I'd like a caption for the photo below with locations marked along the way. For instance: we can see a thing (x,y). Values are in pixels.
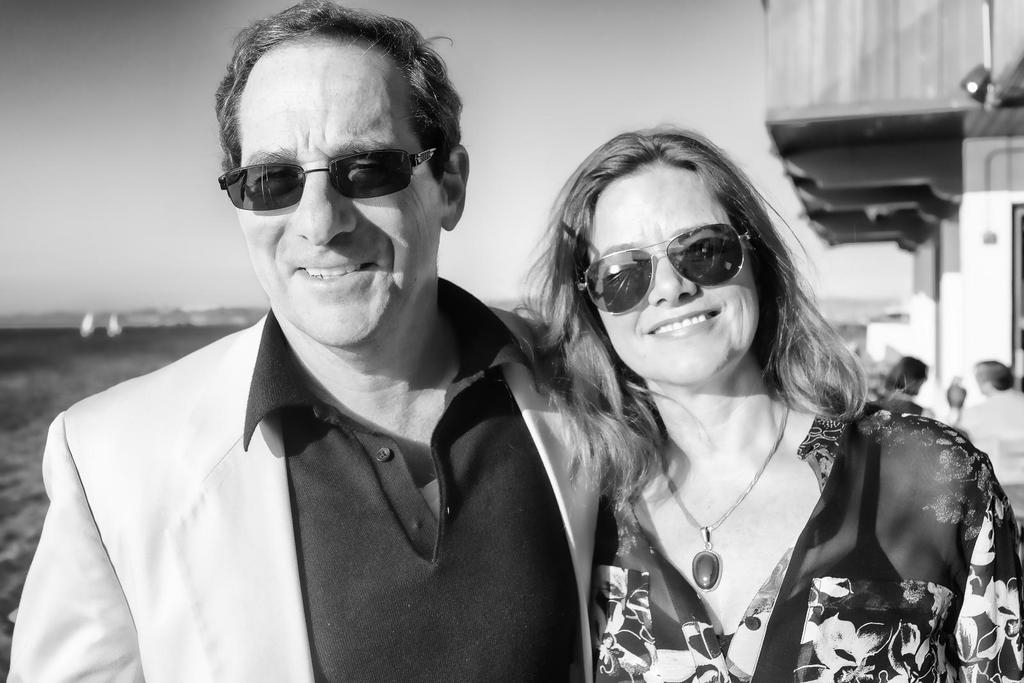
This is a black and white image which is clicked outside. In the foreground (456,436) we can see a man (537,495) and a woman (788,436) wearing goggles (691,268) and smiling. In the background (742,45) there is a sky (584,65) and we can see the water body (65,343). On the right corner (987,403) we can see the group of persons (901,383) and some other objects (986,60) and an object's (958,209) seems to be the house (933,234).
